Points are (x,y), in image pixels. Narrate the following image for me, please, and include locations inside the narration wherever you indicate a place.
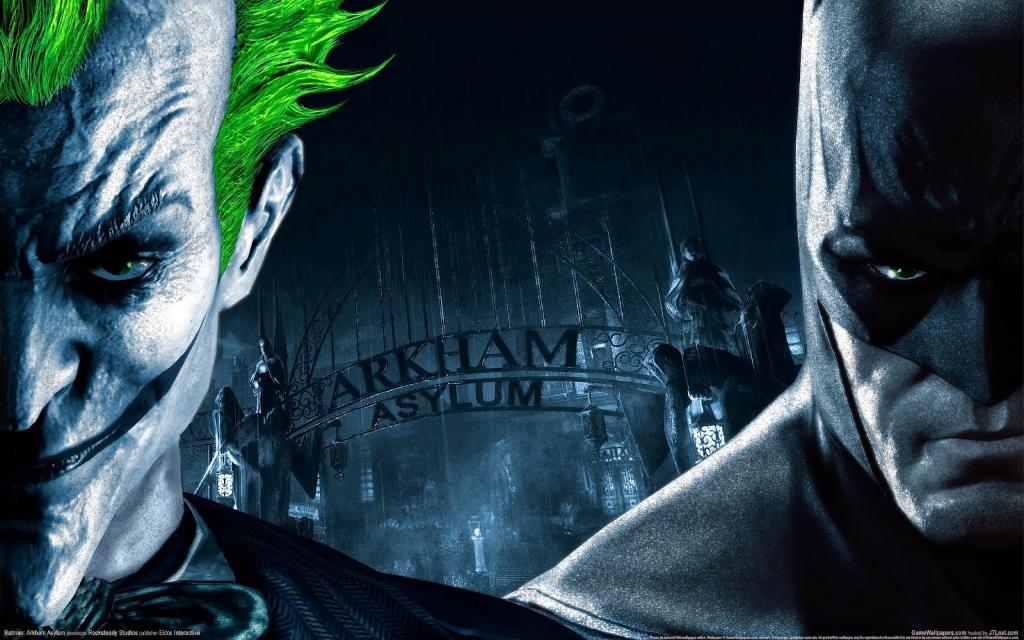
This is an edited image. In this image we can see two persons (940,425), sculptures (269,458), lights (720,427) and also the arch (303,376). We can also see the text (54,632) at the bottom (888,634).
